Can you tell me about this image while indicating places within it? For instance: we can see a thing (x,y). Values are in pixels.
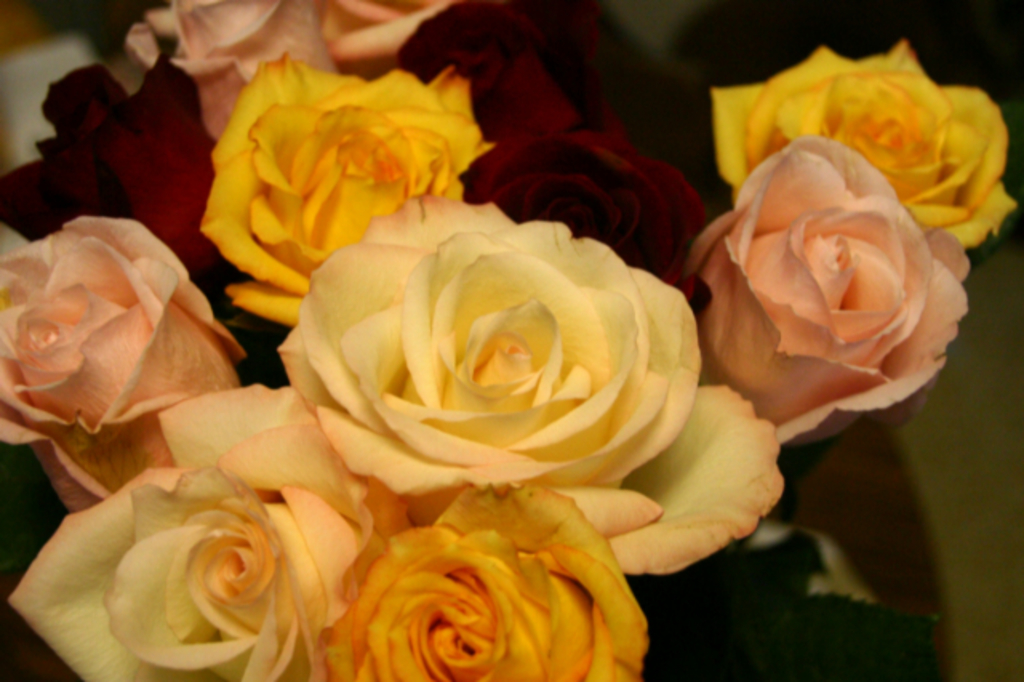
In this image we can see different roses (305,480) which are in yellow, red, pink and white in color.
